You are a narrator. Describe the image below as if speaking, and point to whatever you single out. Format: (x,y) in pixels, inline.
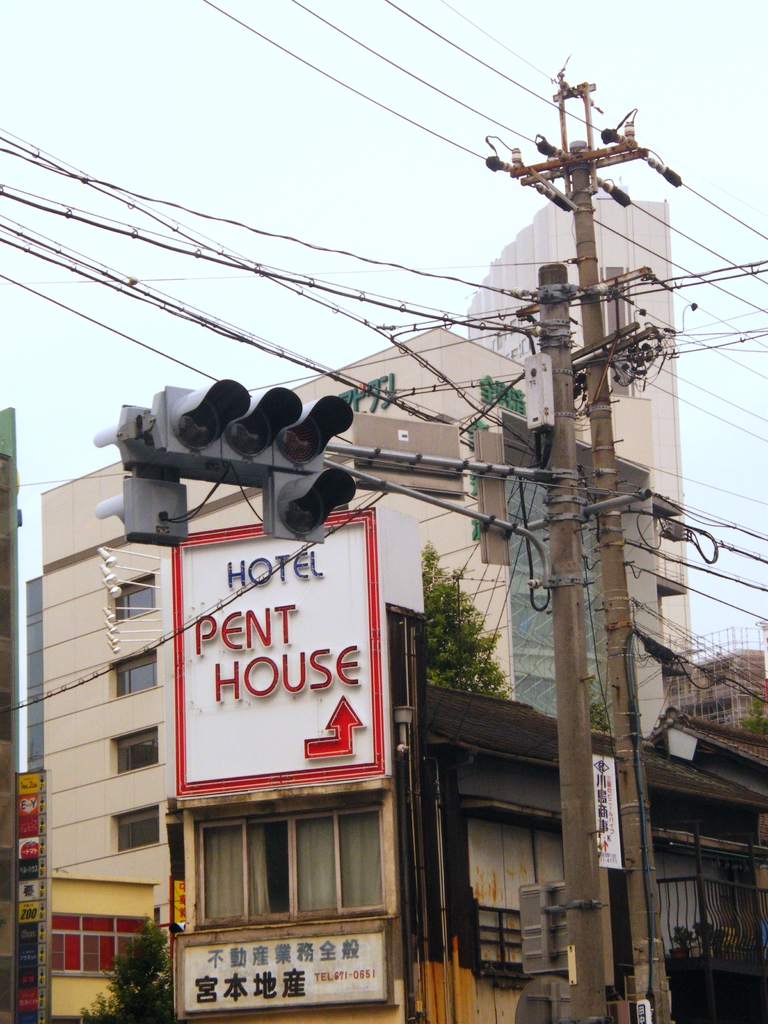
There are electrical poles (560,480), traffic signal (156,451) and wires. There are buildings (442,723), trees (465,631) and shop boards (332,562).
